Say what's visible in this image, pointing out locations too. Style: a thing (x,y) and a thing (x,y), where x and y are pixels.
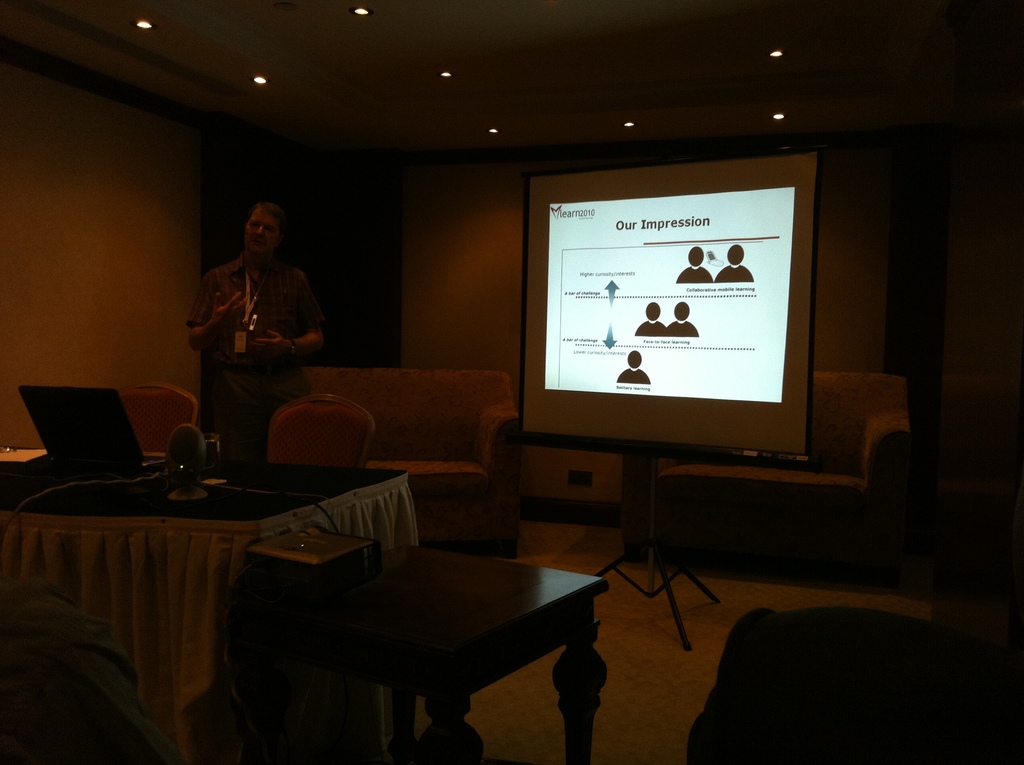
In this image there is a man (237,370) who is standing near the table (147,515) on which there is a laptop (85,404). At the background (541,349) there is a projector (748,209) on which there is a screen (663,326). At the top (260,34) there is ceiling (238,29) and lights (357,12) in between them. At the bottom (446,611) there is a table (401,632) and sofas (844,533).
